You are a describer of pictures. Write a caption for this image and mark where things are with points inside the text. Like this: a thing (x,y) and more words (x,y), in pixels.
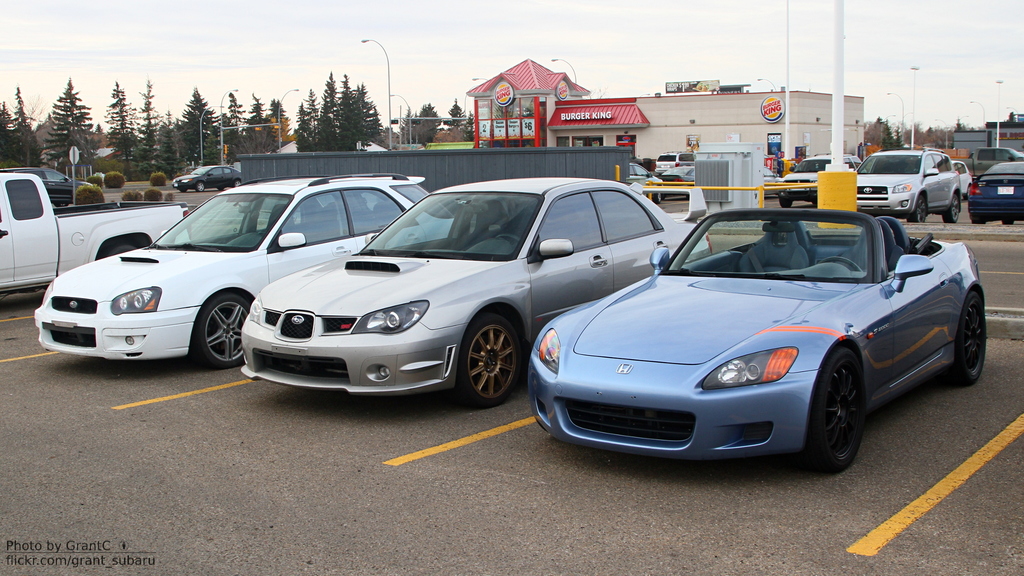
In this picture we can see a few vehicles (71,202) on the road (113,199). There are bushes (85,190), street lights (389,123), buildings (589,133), trees (230,136), other objects (403,122) and the sky (561,19). We can see the text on the boards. There is the text (38,547) and a few things (6,553) visible in the bottom left (12,553).
